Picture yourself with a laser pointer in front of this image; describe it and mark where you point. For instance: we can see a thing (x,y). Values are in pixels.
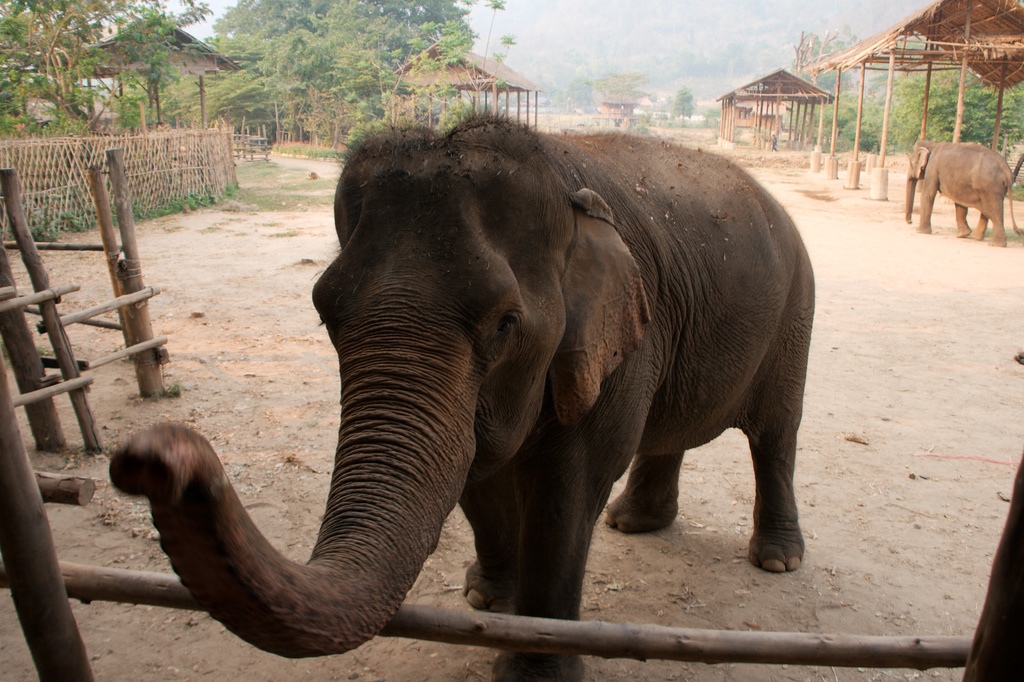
In this image, there is an outside view. There is an elephant (687,352) in the middle of the image (536,279). In the background (142,47), there are some trees (389,80) and huts (160,68).
